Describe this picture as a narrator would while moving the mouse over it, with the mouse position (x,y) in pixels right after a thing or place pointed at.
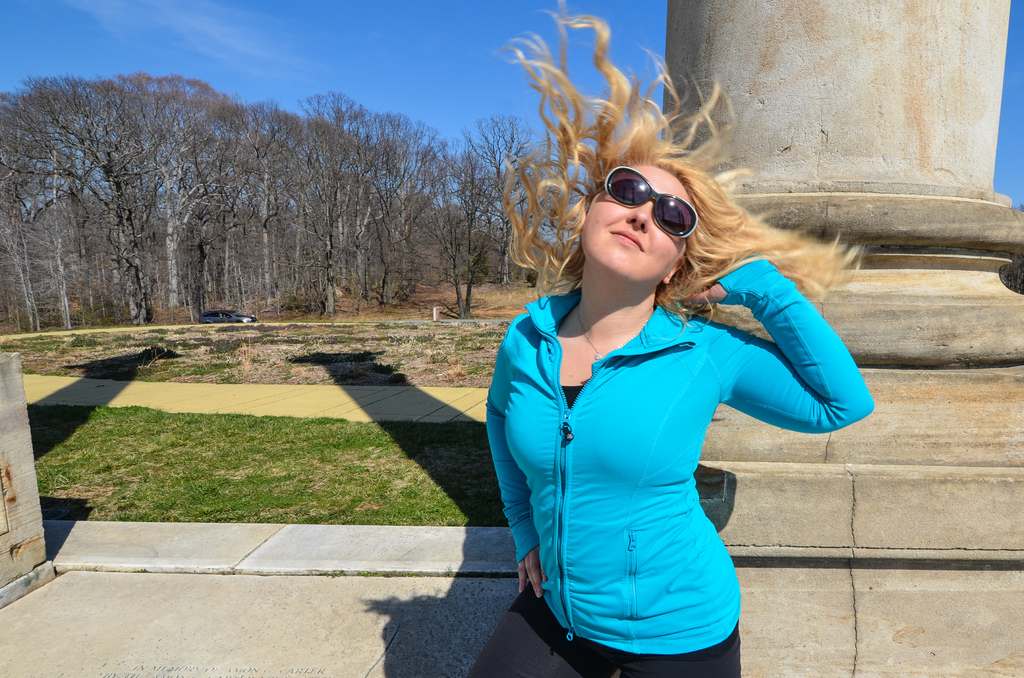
In this image we can see a woman (576,463) with goggles (654,203) and in the background (796,62) there is a pillar (776,175), a car (229,314) on the road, grass (241,348), few trees (331,195) and the sky (374,66).
